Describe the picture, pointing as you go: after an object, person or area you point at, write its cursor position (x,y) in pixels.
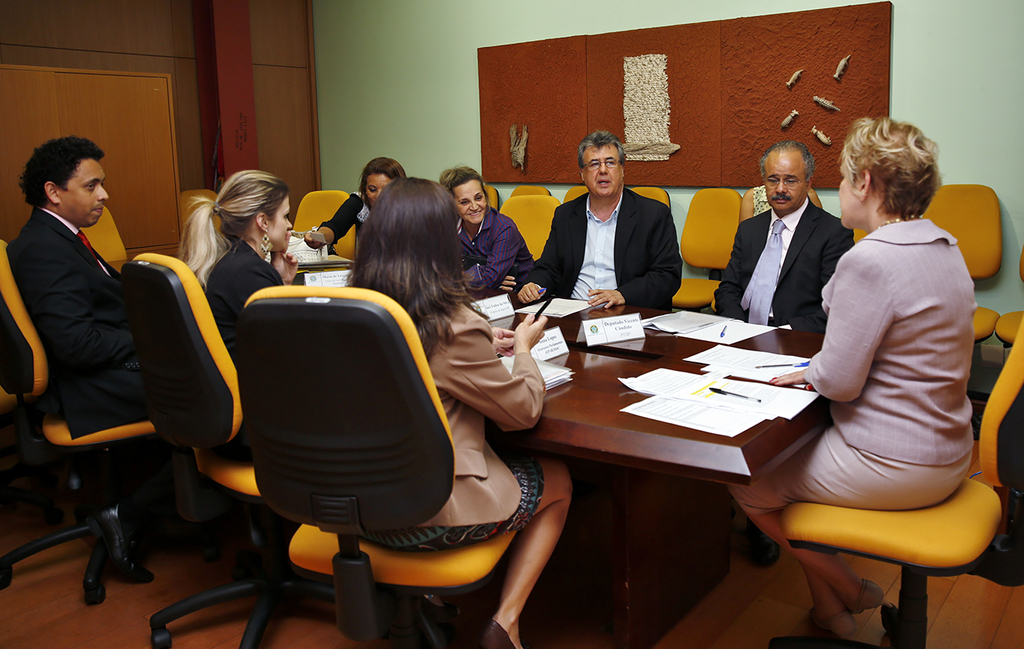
As we can see in the image there is a wall (362,105) and few people (771,220) sitting on chairs (361,418) and in front of them there is a table (654,338). On table (682,359) there is a poster (642,335), papers (701,384) and pens (739,395).
